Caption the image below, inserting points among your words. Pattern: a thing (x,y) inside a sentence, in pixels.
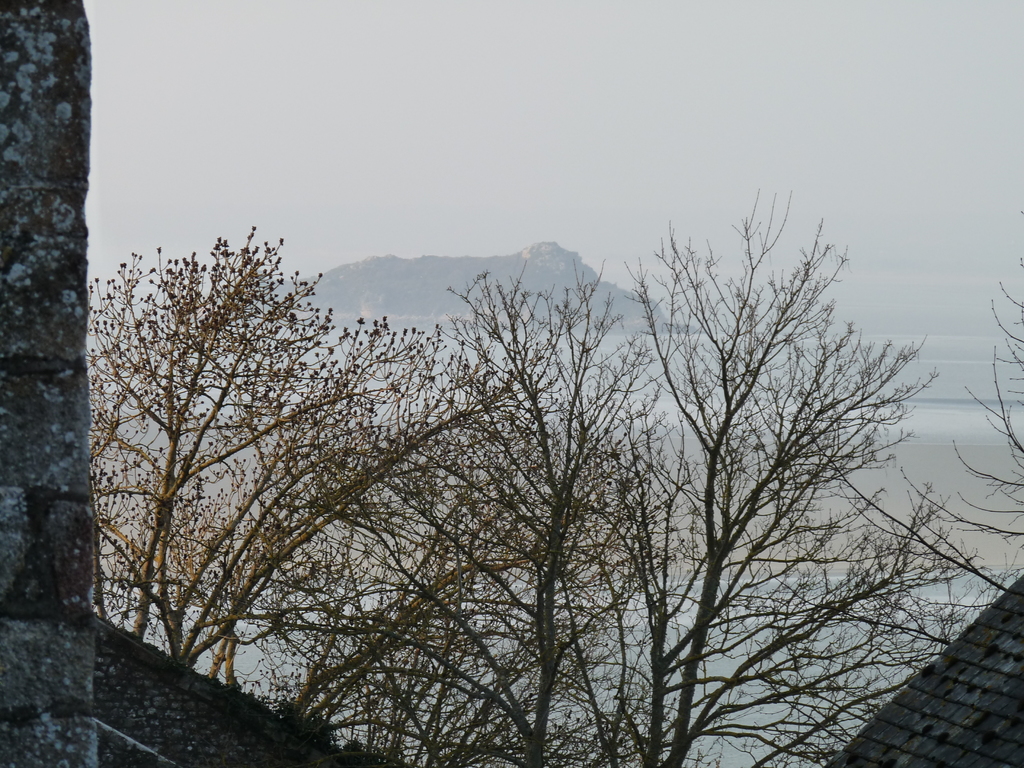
In this image I see the trees (706,440) and I see a mountain (396,305) over here and I see the sky (525,171) and I see the black color things (204,688) over here.
